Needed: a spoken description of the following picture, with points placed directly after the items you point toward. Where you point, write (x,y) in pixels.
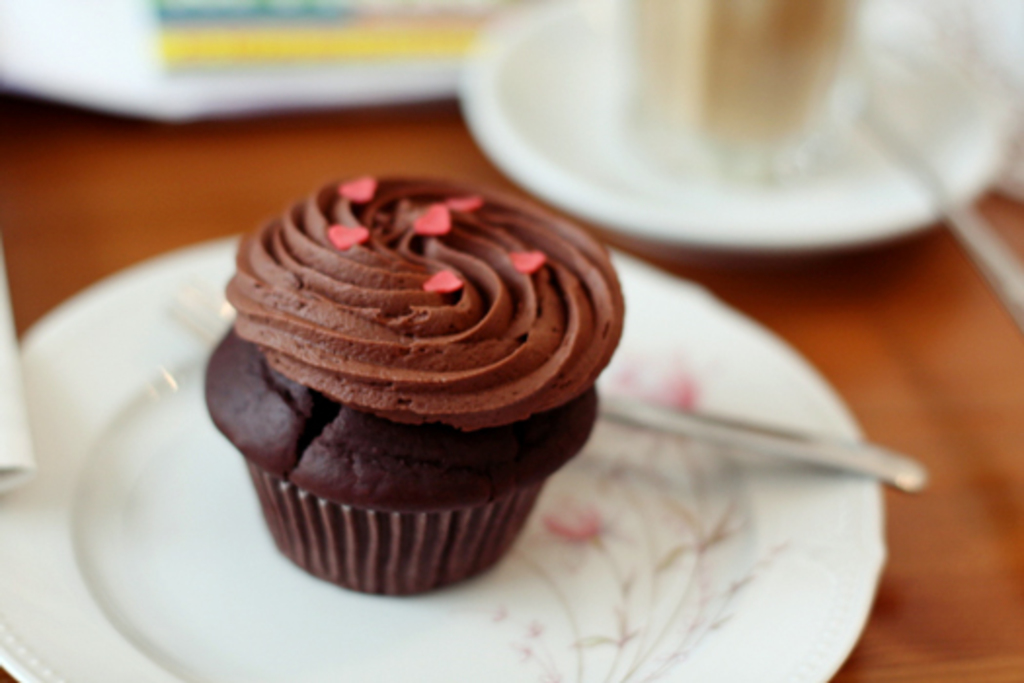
In the foreground of this picture (751,498) we can see a white color platter (79,558) containing a cupcake (378,441) and a platter (800,568) is placed on the top of the wooden table (942,409). In the background (858,230) we can see some other objects (606,203).
